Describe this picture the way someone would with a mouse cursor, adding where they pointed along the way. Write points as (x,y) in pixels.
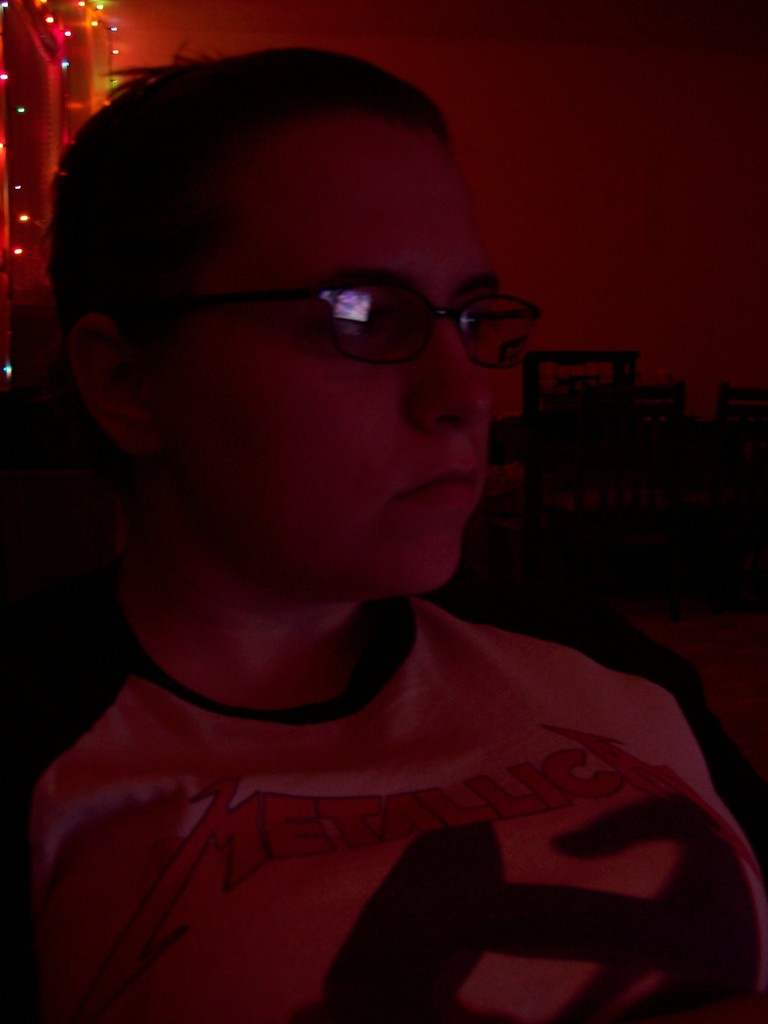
In this picture I can see a human (198,626), lights (86,89) and a wall (743,221) in the background (237,49).
